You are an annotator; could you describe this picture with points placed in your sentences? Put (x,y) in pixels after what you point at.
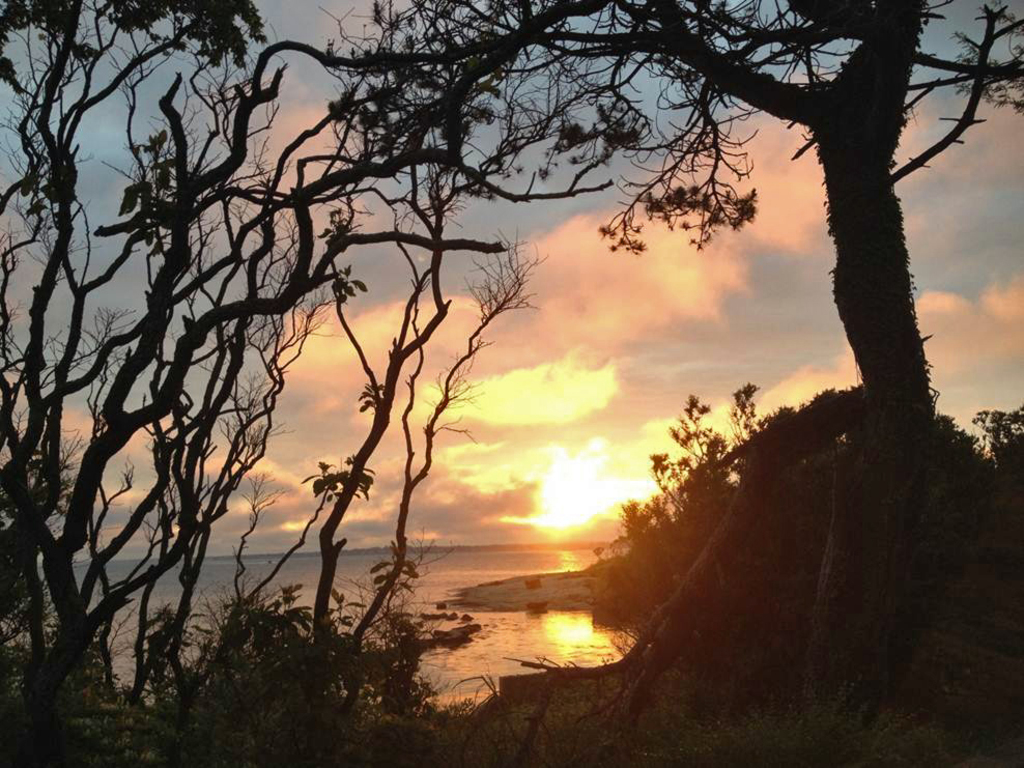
We can see trees (412,441), plants (135,741) and water (550,621). In the background (602,321) we can see sky (565,342) with clouds (540,420).
